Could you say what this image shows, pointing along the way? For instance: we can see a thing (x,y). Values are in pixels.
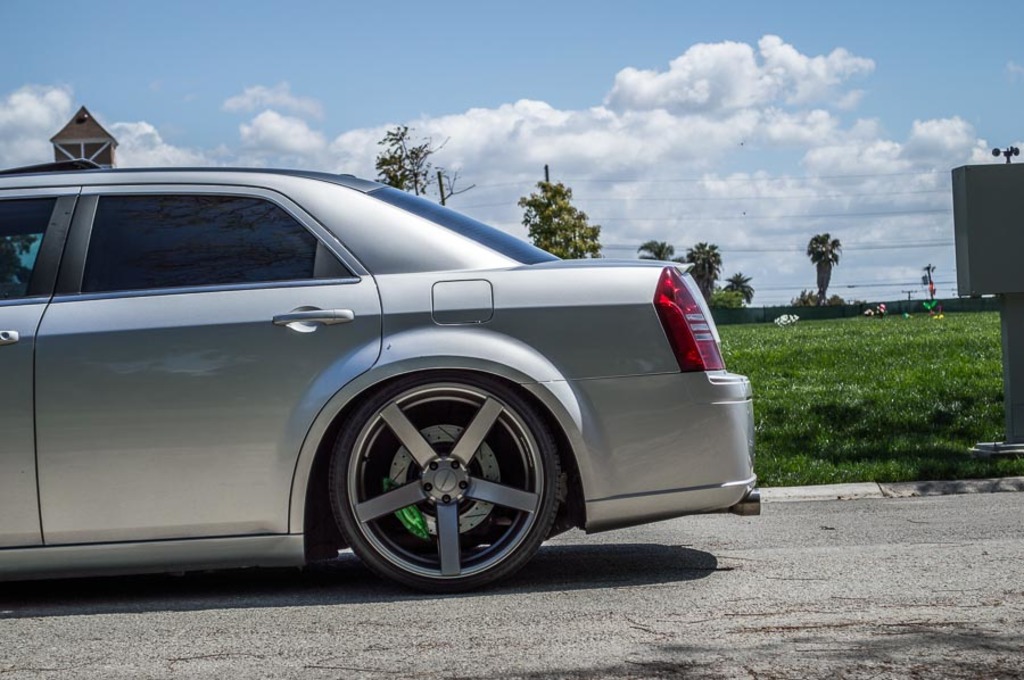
In this image at front (3,357) there is a car (537,275) parked on the road (726,562). At the back side (1011,445) there is a box (1009,235). Beside the box (1009,319) there's grass (852,370) on the surface (848,376). At the background (80,149) there is a building (92,133) and we can see trees (745,291), towers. At the top (842,121) there is sky (842,121).
